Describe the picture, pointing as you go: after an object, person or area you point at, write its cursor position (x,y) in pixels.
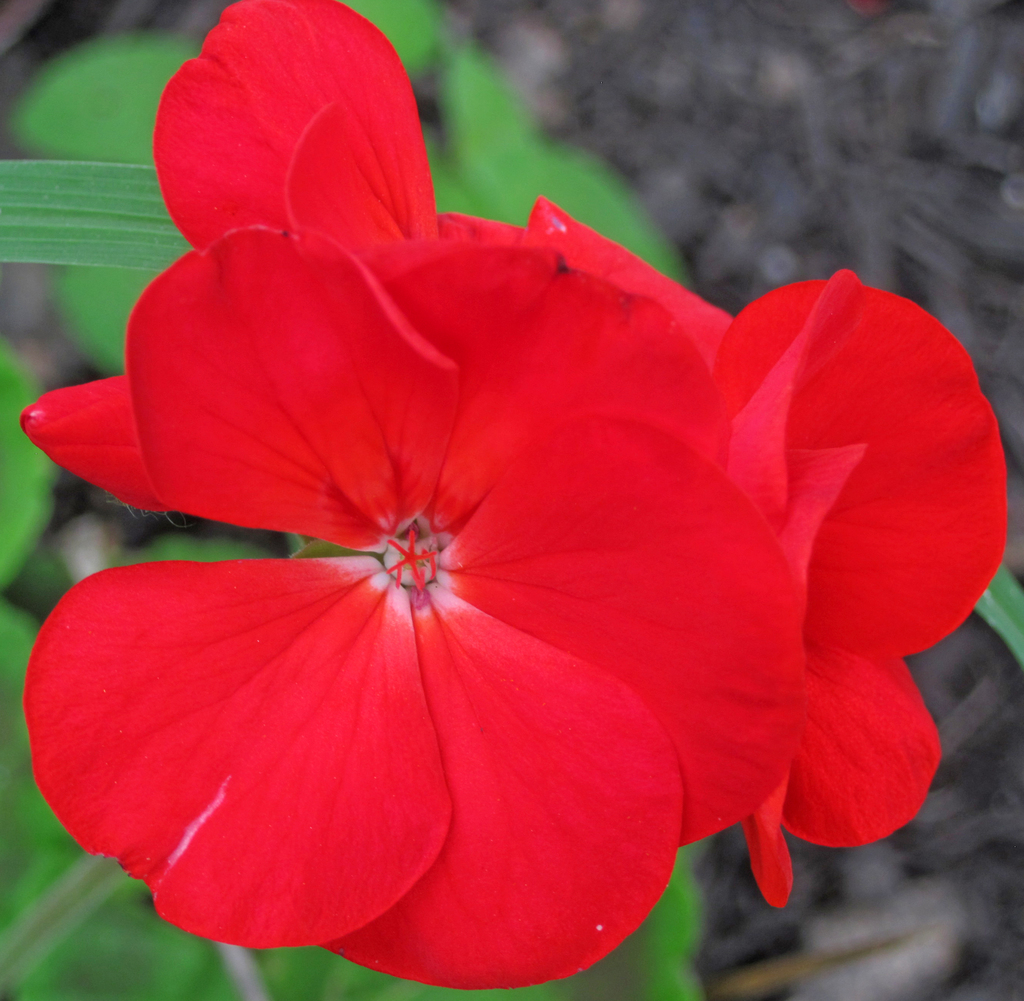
In this image, we can see red flowers (471,733) and leaf (79,199). Background (964,90) there is a blur view. Here we can see green color.
